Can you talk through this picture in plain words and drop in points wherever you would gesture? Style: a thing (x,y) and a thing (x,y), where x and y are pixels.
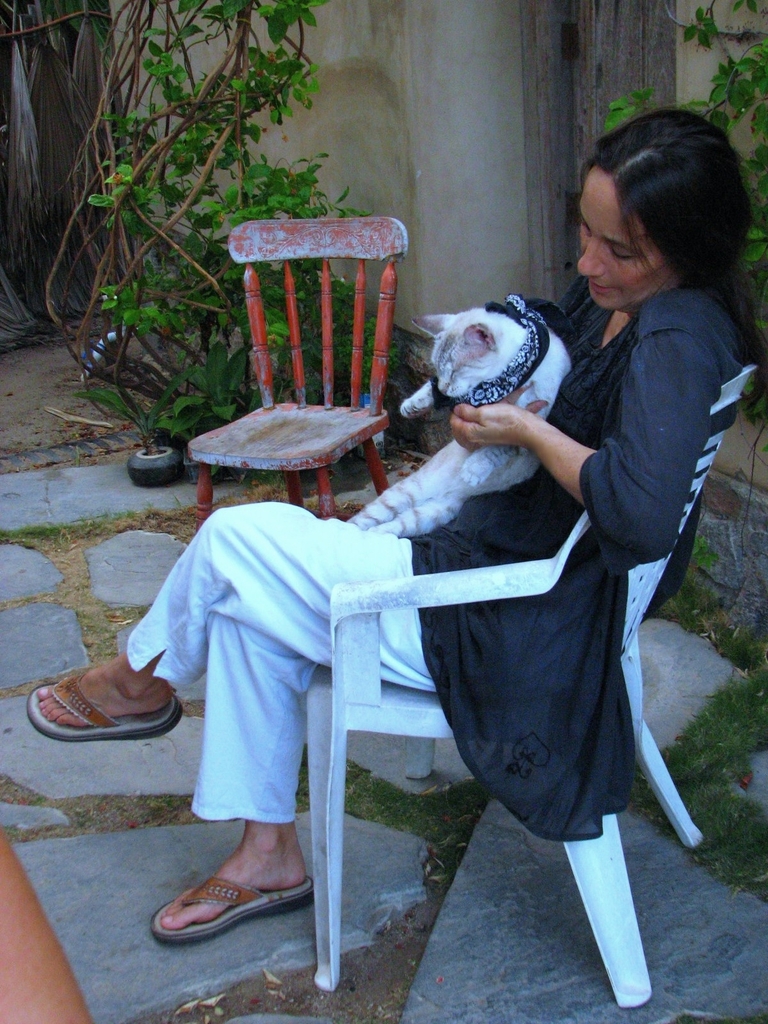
A woman (553,504) is sitting in chair (333,619) holding a cat (450,476) in her hand (464,433). There another chair (312,438) beside her. There is a plant (227,211) in the background (222,208).
